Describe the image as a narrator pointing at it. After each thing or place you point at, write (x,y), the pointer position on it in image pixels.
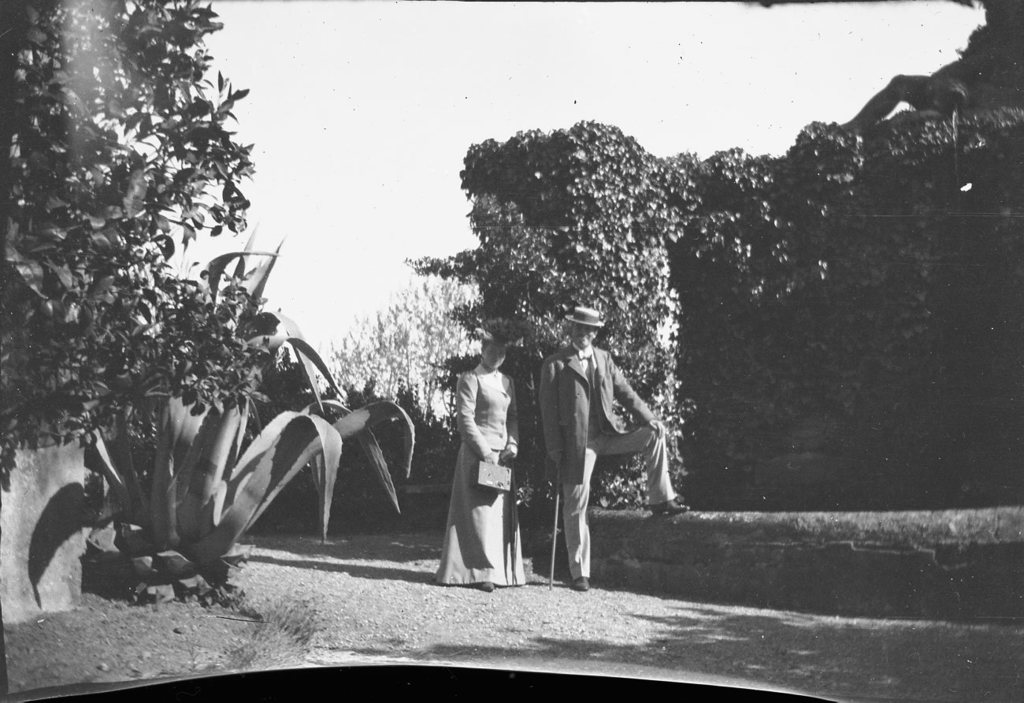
In this image there is an old photograph (534,418) of a couple (596,362) standing and posing for the camera with a smile on their face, around the couple (479,523) there are trees (478,290).
